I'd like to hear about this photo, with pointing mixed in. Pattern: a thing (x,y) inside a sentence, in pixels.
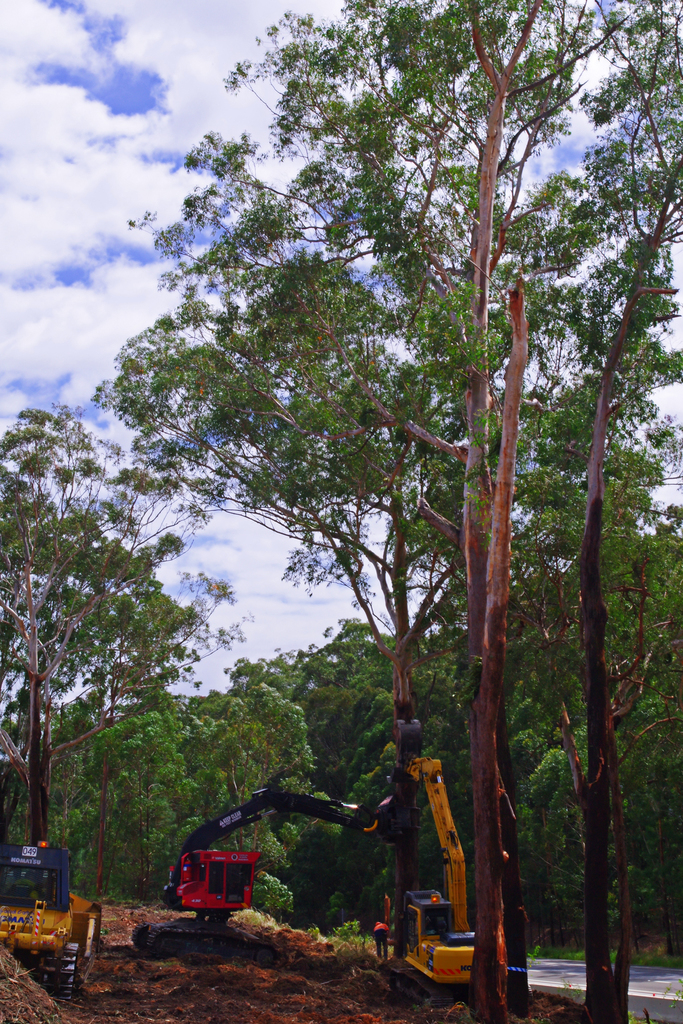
In this image we can see the mobile cranes (228,914). Image also consists of many trees (405,690). We can also see the sky (114,70) with the clouds (44,46).
